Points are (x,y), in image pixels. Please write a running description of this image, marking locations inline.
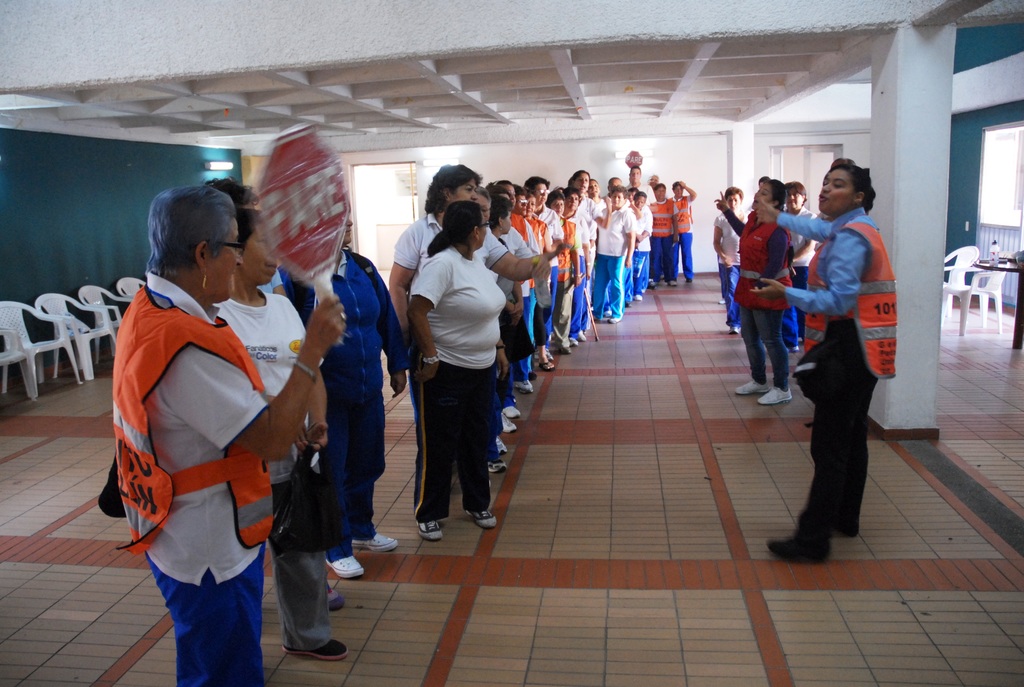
In this picture we can see a person (186,314) holding a board (278,259) and a group of people (640,254) standing on the floor (525,451) and at the back of them we can see chairs (61,329), bottle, pillars (740,158), walls (675,163), lights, windows (990,160), ceiling (687,97) and some objects (999,268).
